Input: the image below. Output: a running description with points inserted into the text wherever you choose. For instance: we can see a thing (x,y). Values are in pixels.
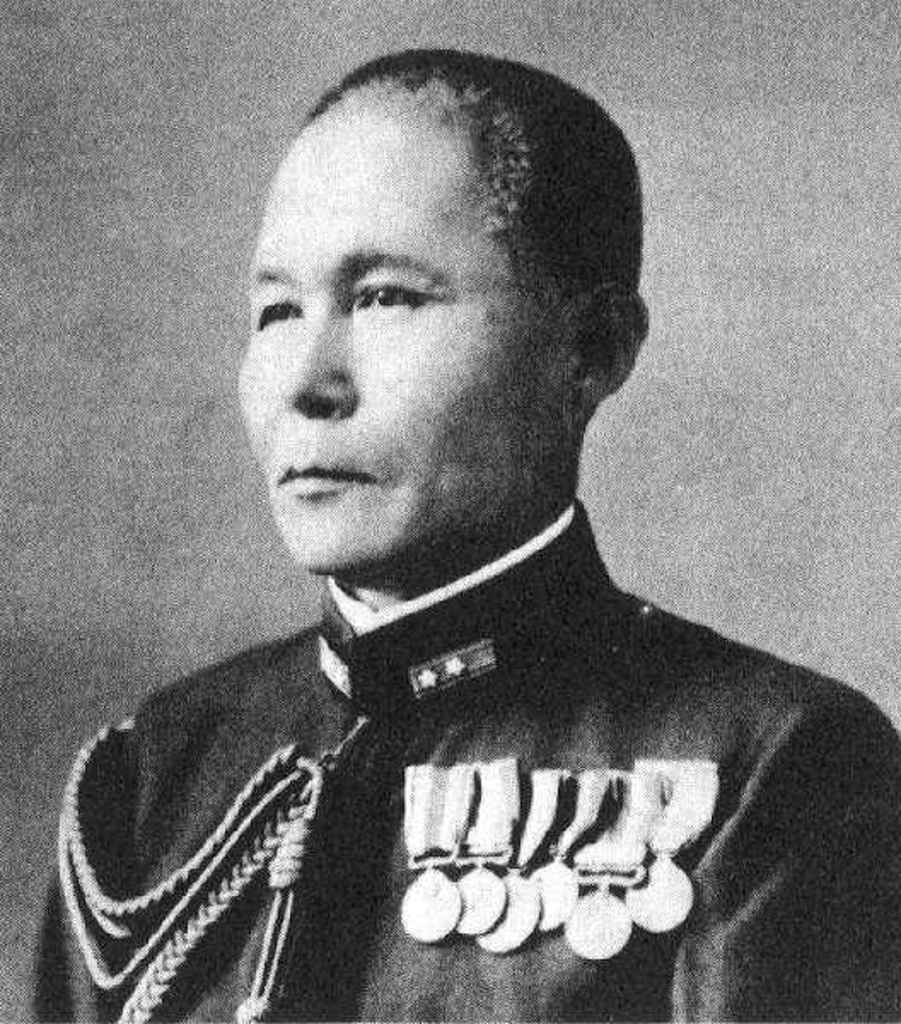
In this image I can see a man (322,745) and I can also see few medals (641,786) on his dress (326,850). I can also see this image is black and white in colour.
